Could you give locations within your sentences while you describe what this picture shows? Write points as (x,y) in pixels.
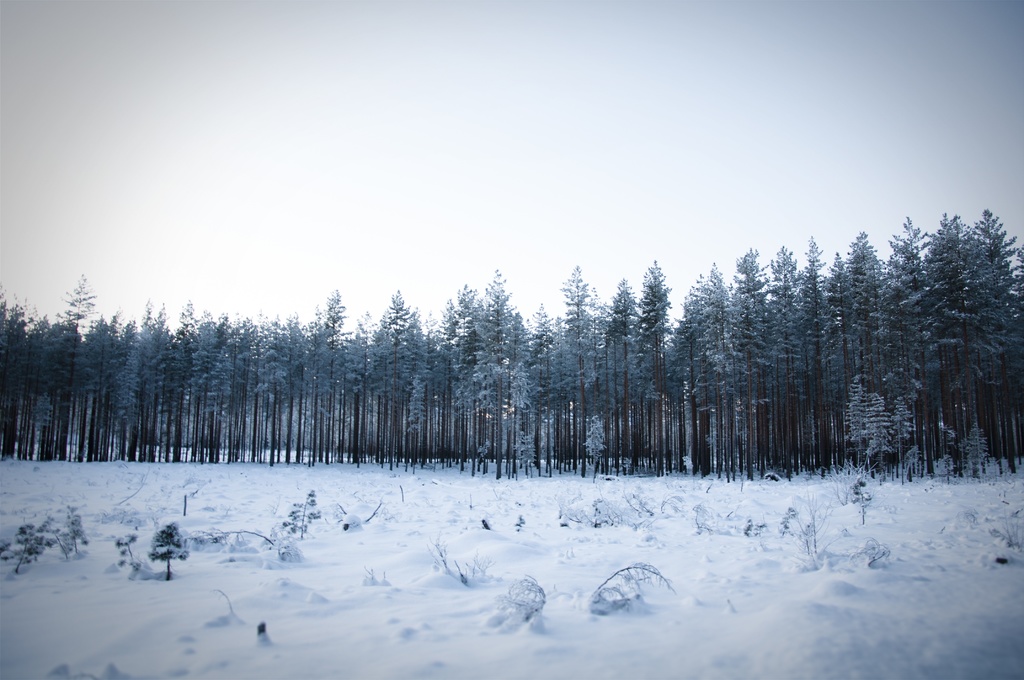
Land (375,542) is covered with snow (324,538). Background (980,388) there are trees (1018,330) and sky (369,165).
